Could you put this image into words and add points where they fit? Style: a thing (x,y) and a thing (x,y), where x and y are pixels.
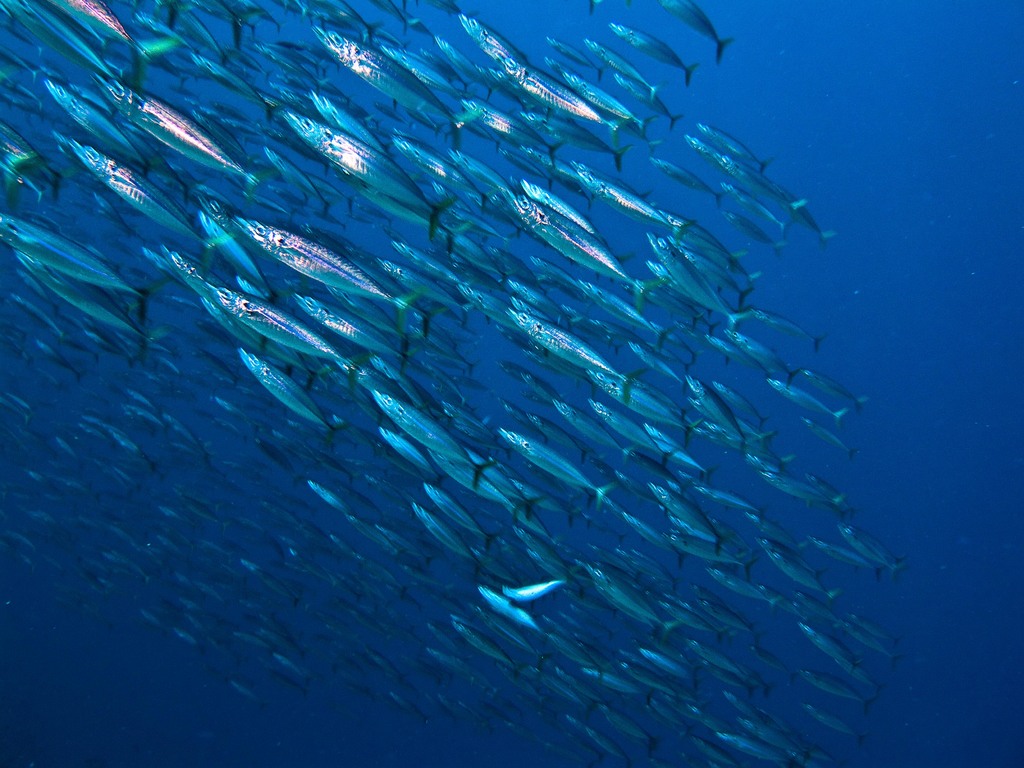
In this picture we can see a group of fishes (686,609) in water (938,566).
